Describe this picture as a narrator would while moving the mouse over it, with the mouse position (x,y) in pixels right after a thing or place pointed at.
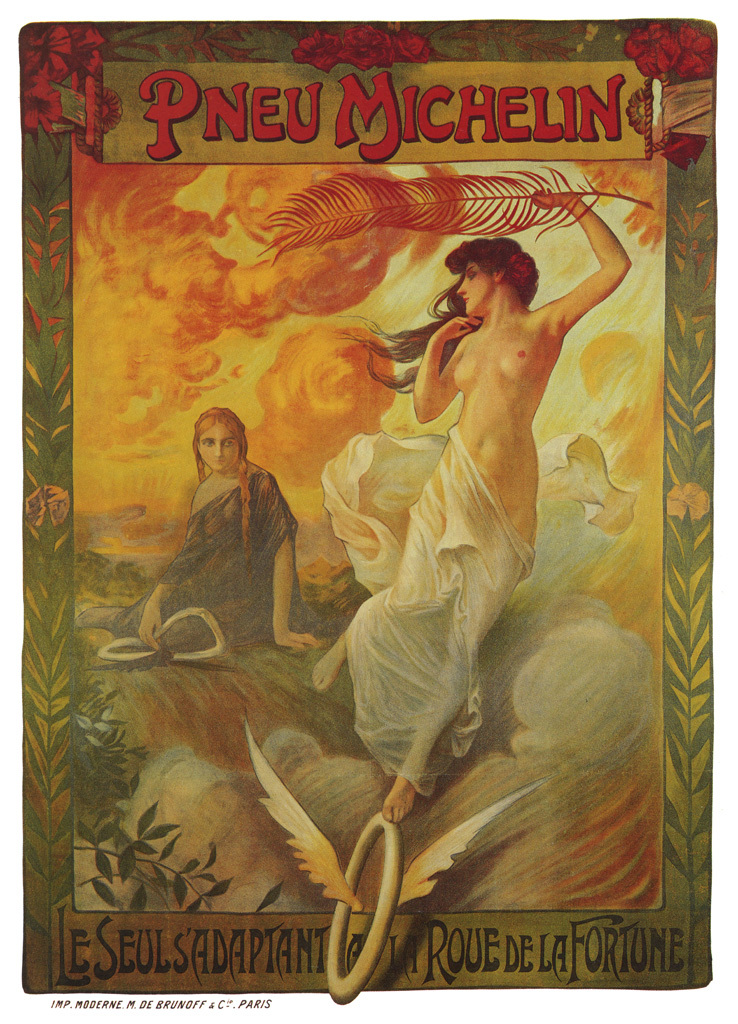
In this image I can see depiction of two women (500,354). I can also see something is written at few places.
